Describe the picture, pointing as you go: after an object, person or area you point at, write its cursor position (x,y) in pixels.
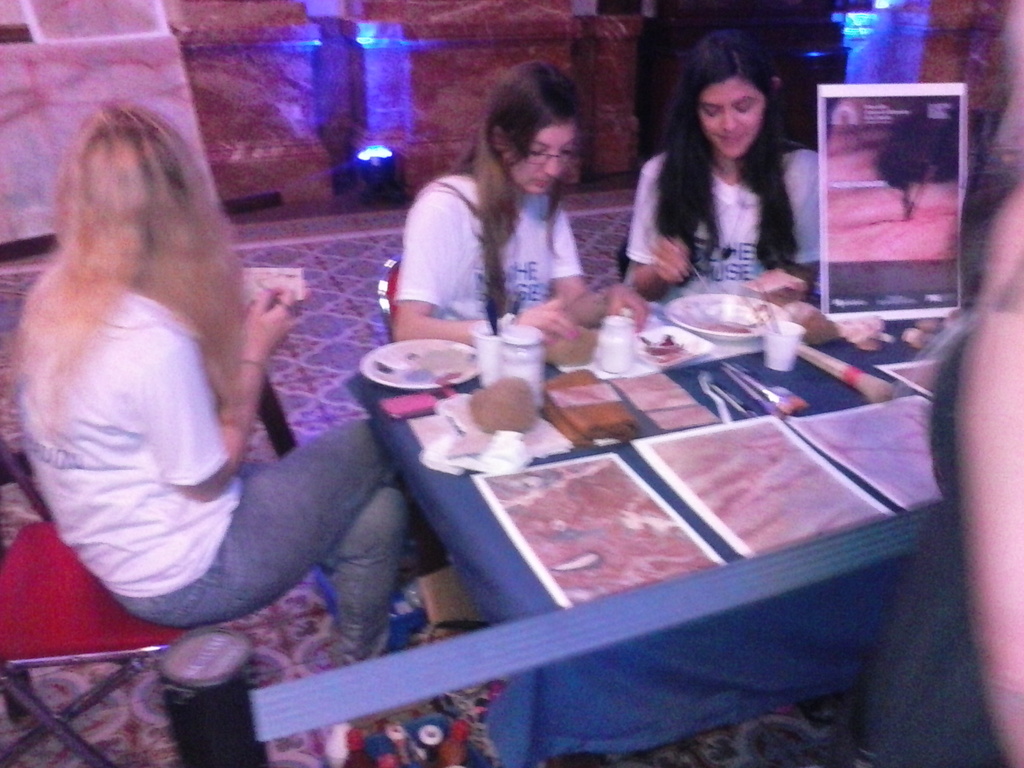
in this picture there are three woman (110,352) sitting in chair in front of the table (663,480), on the table (743,392) we can see different items (683,441) such as cups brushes (764,391), bowls (714,331), e. t. c.
